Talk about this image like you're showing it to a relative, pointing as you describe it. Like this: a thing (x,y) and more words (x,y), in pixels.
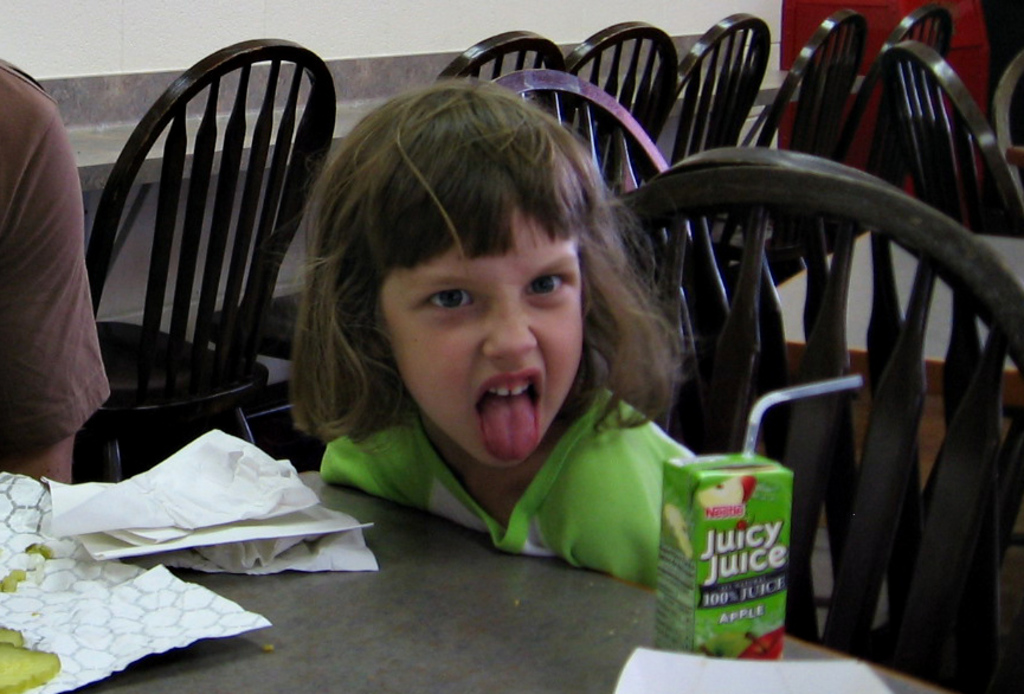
In this image there are two persons (82,261) in the center (557,344) the girl (582,356) is sitting on the chair (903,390) and is taking her tongue (516,428) out of the mouth (537,390). In the front (705,573) there is a juice bottle (717,567) with a name juicy juice (737,545) at the right side (728,596). On the left side (212,556) there are papers (184,551) kept on the table (421,647), on the left side (35,286) i can see a hand (42,319) of the person (36,328) wearing a brown colour shirt (35,264). In the background (549,93) there are some chairs (320,71) and the table (999,252) and wall (811,18) red in colour and white in colour.
